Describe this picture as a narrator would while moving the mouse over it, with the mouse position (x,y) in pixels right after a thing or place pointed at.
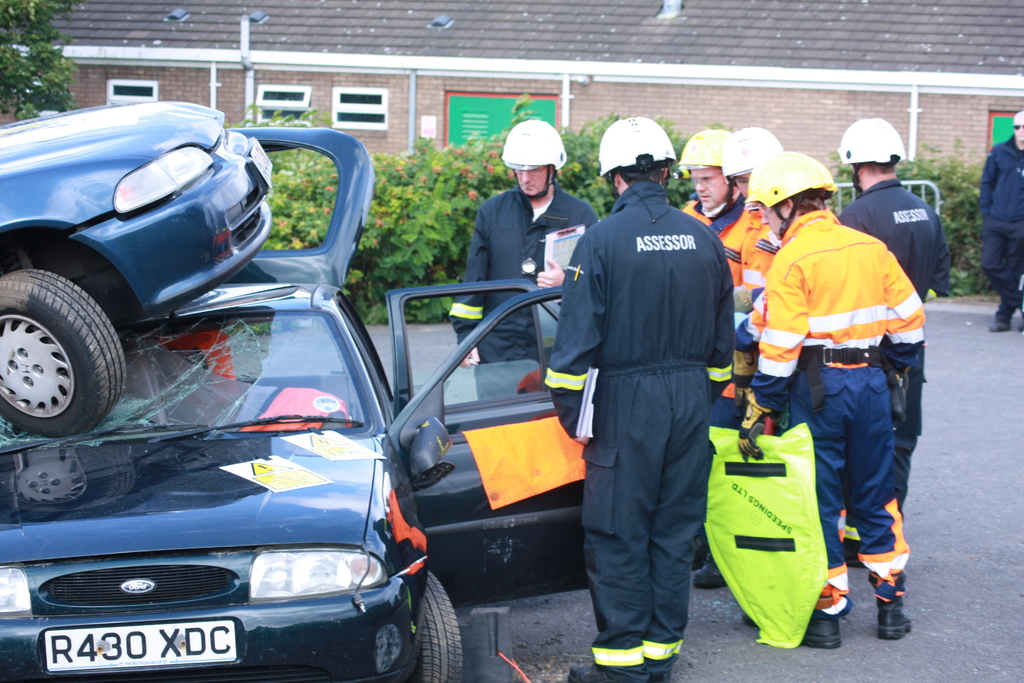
In the right side (697,326) a man (667,306) is standing, he wore a black color dress (679,362), cap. Beside him there is another person (863,357) standing this person (855,313) wore an orange color coat (858,303). In the left side (260,289) 2 cars (308,491) got crashed, there are trees (394,202) in the middle of an image (406,236).
